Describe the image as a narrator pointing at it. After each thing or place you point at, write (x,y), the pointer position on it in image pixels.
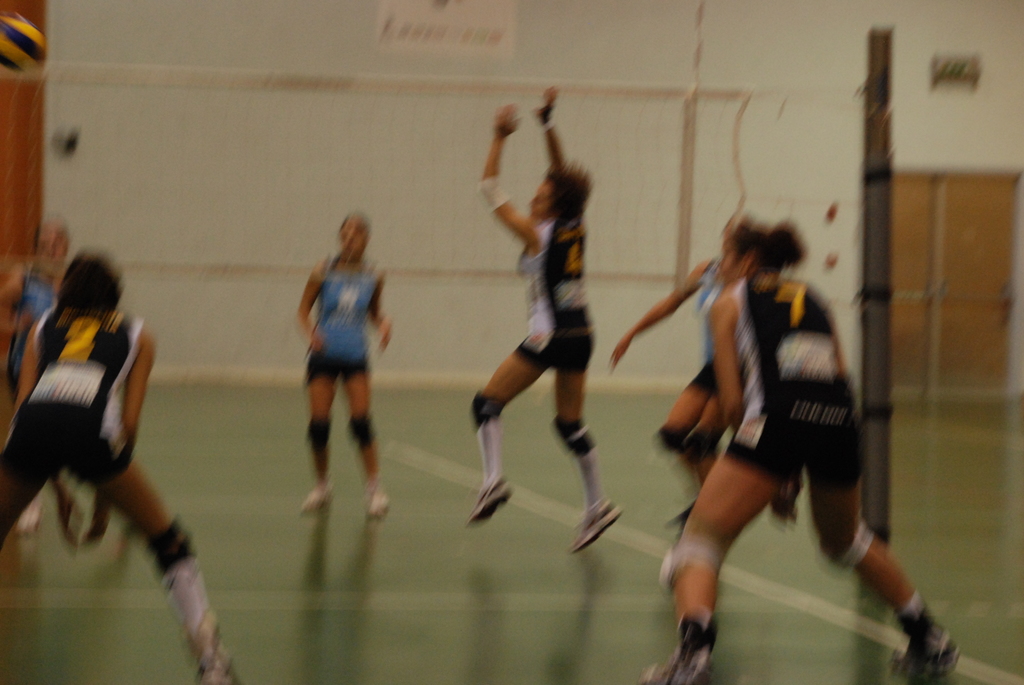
In this image, we can see people (134,367) playing game and are wearing sports dress (527,343). In the background (366,153), we can see a net (373,112) and there is a board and some posters (453,13) on the wall (787,45). At the bottom (363,610), there is a floor (365,600).
